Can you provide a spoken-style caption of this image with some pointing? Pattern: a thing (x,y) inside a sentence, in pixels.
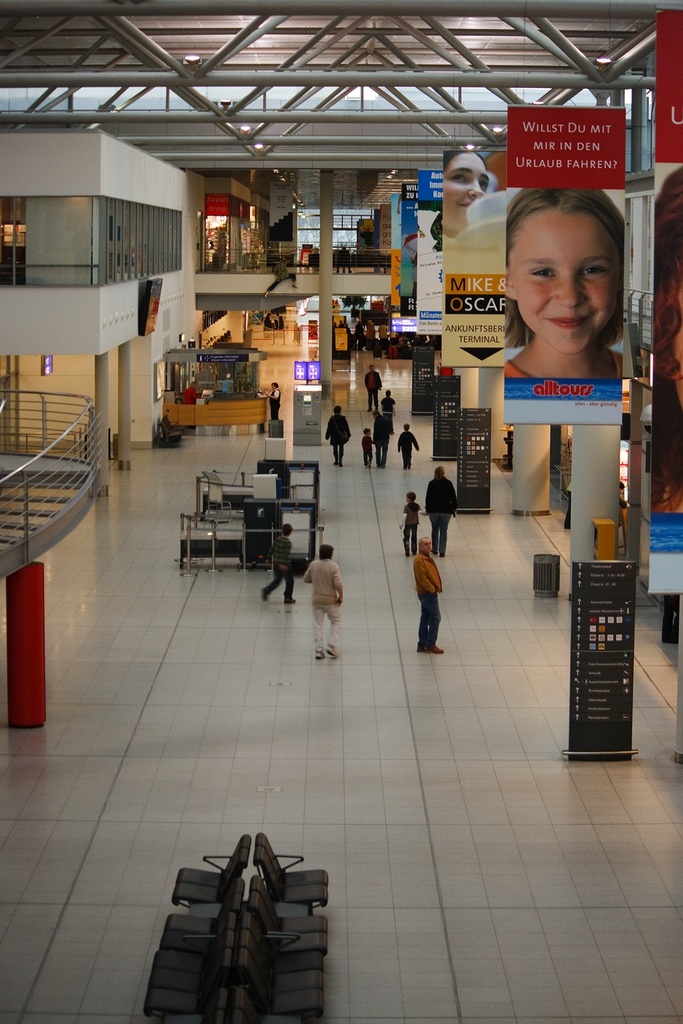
This image is taken indoors. At the bottom of the image (409,960) there is a floor (173,851). There are many empty chairs (210,938) on the floor (182,838). At the top of the image (257,64) there is a roof (325,65) and there are many iron bars (208,102). On the right side of the image (539,139) there are many boards (445,255) with text (592,165) on them. There are a few images (571,291) on boards (460,259) and there are a few pillars (530,434) and there is a dustbin (541,571) on the floor (520,651). On the left side of the image (78,420) there is a railing (45,445). There are a few pillars (108,390) and walls (118,169). In the middle of the image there are a few walls (211,189) with windows (351,240). There are a few pillars (325,321), railings (250,262) and stores (259,252). A few people (378,389) walking on the floor (313,449) and a few (276,391) are standing on the floor (392,577).
